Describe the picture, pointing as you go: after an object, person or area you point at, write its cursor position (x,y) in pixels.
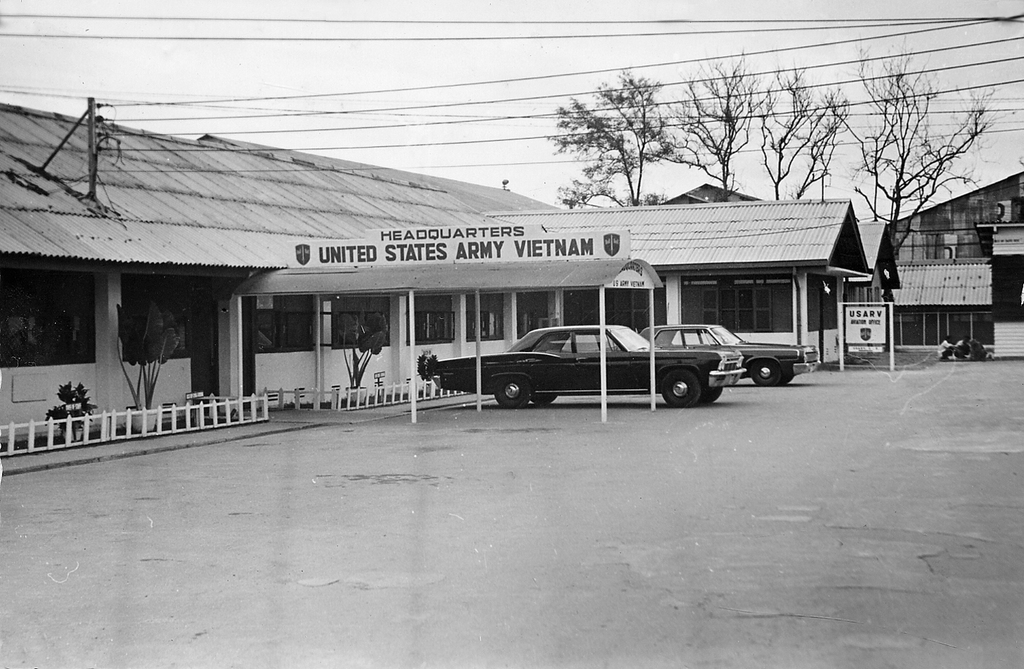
In this black and white image, we can see cars (583,384) in front of the shed (283,265). There are trees (864,179) on the right side of the image (896,222). There are wires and sky (549,27) at the top of the image (559,33).
